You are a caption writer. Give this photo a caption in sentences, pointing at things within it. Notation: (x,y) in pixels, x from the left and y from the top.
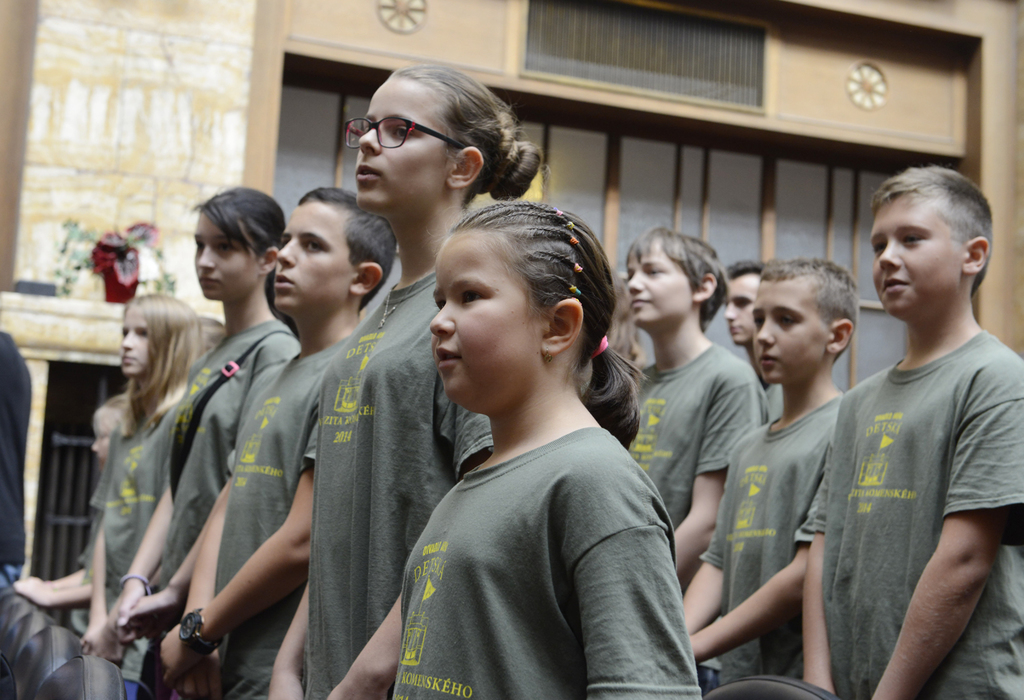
In the middle of the image (654,309) few people (96,502) are standing. Behind them there is wall (40,213).
